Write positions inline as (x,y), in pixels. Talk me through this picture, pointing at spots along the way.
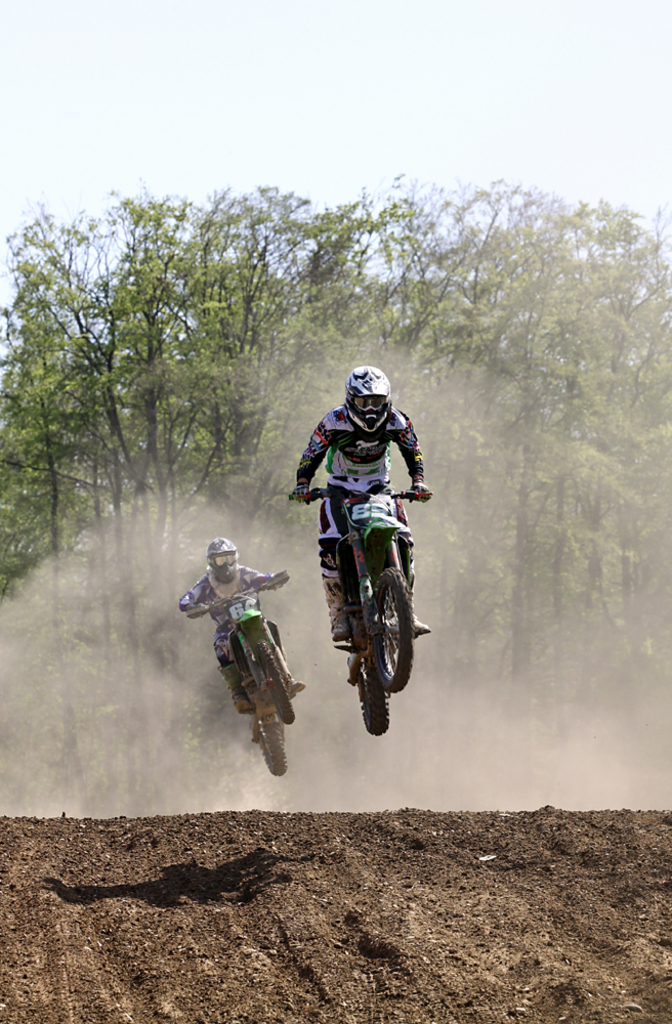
In this image there is the sky (447,97), there are trees (191,379), there is soil (350,902), there are two persons (330,543) riding motorcycle (265,680), there persons (386,473) are wearing helmet (364,378).
